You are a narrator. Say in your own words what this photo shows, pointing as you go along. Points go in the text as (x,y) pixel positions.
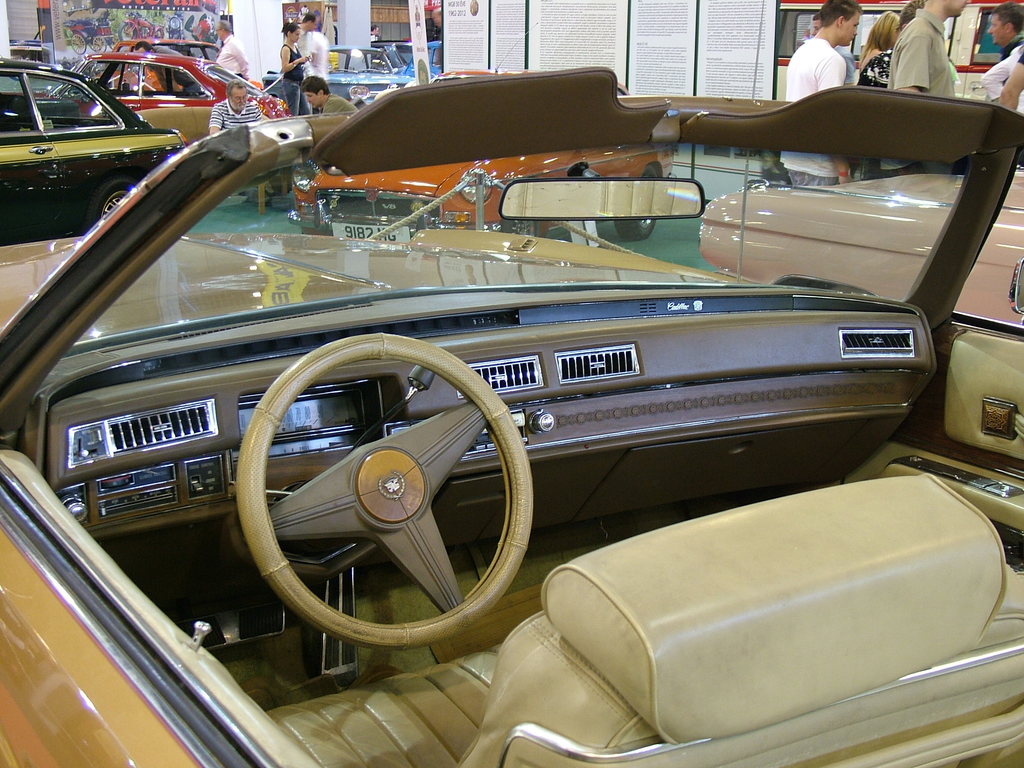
In this image there are many cars (403,234) and people (808,66). On the right (892,62) there are many people (859,80) walking. In the middle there is a poster (607,56).
